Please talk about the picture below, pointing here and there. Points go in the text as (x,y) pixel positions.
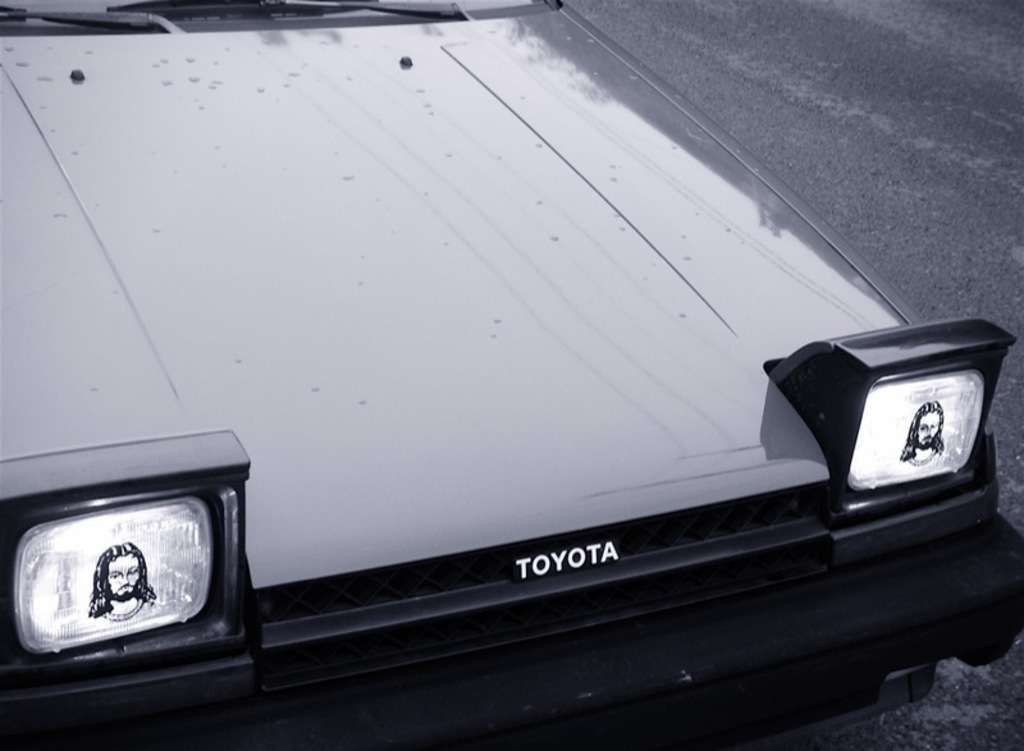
Here in this picture we can see a car (355,310) present on the road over there and in the front (74,531) we can see two head lights (193,545) with sticker of Jesus (109,585) on it over there.
